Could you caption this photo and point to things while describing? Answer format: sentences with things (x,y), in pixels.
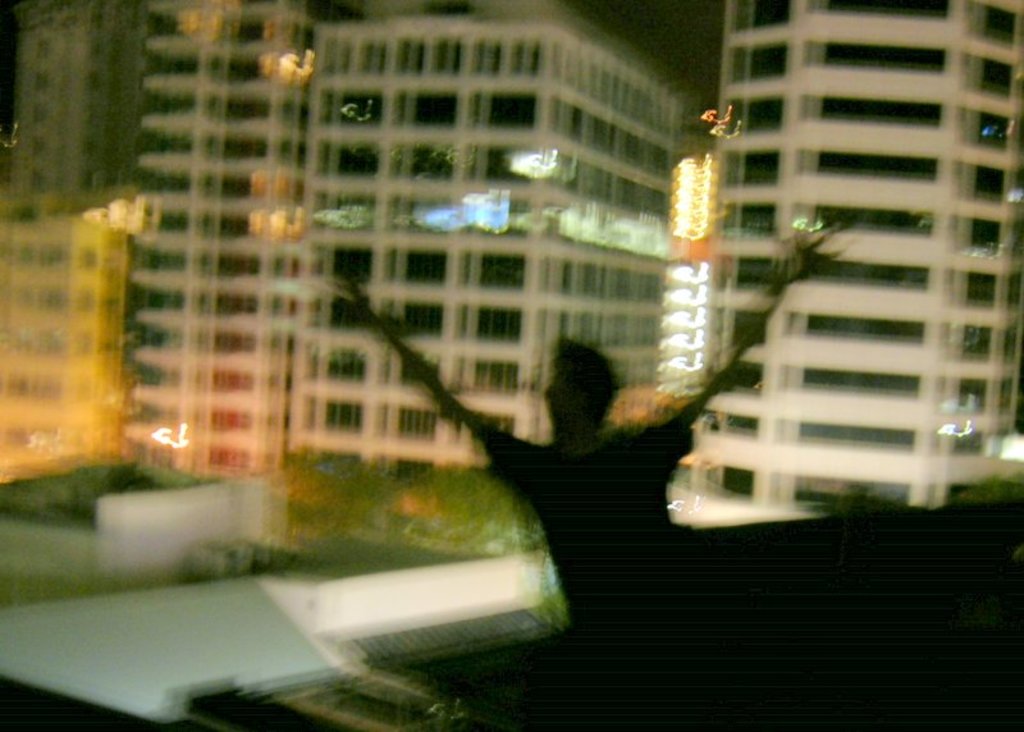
This is a blurred picture, we can see a person (650,455), building (630,290) with windows (873,211), and the dark sky (688,140).
